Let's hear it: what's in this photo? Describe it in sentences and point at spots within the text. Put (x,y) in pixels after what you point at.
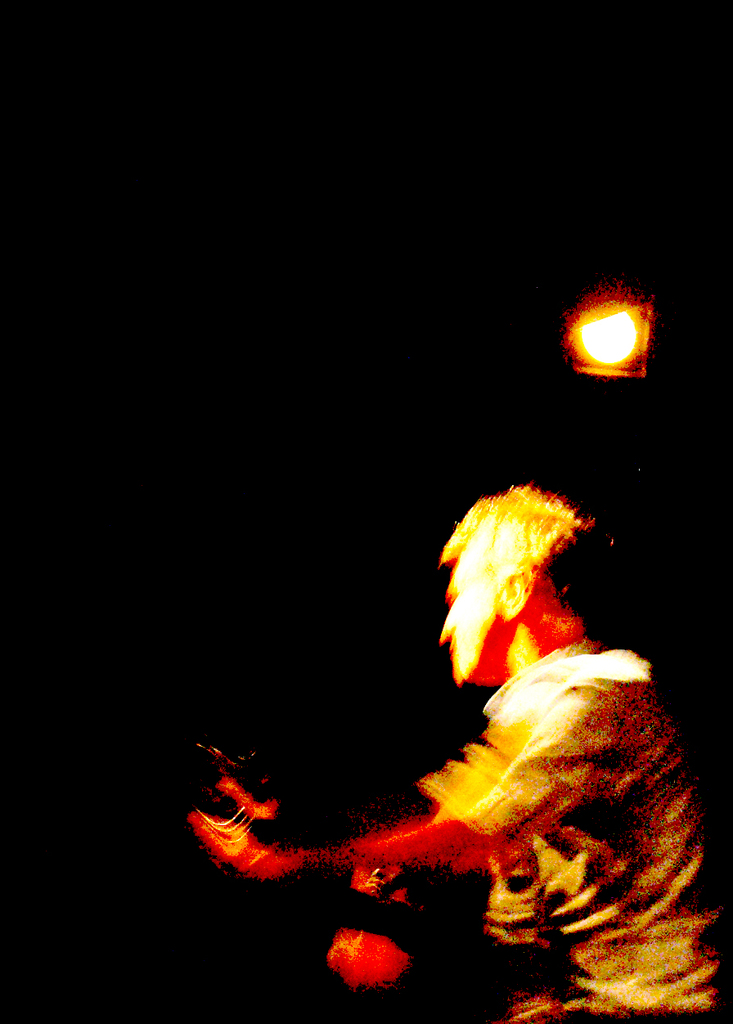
A man (625,889) is there, he wore shirt (565,836). At the top (575,317) there is a light (634,359).
